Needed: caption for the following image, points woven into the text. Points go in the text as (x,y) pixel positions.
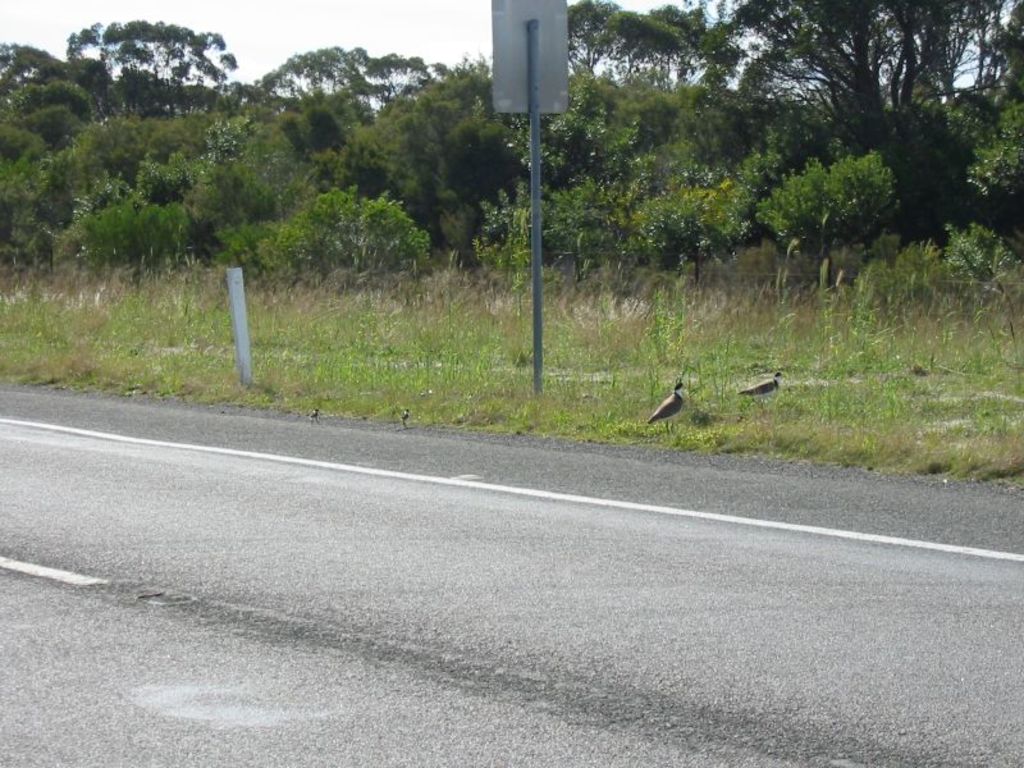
In this image I can see the road (414,630), a metal pole (530,118) and a board (527,69), some grass (424,300), few birds (661,399) which are black and white in color and few trees (734,208). In the background (396,23) I can see the sky (275,47).
